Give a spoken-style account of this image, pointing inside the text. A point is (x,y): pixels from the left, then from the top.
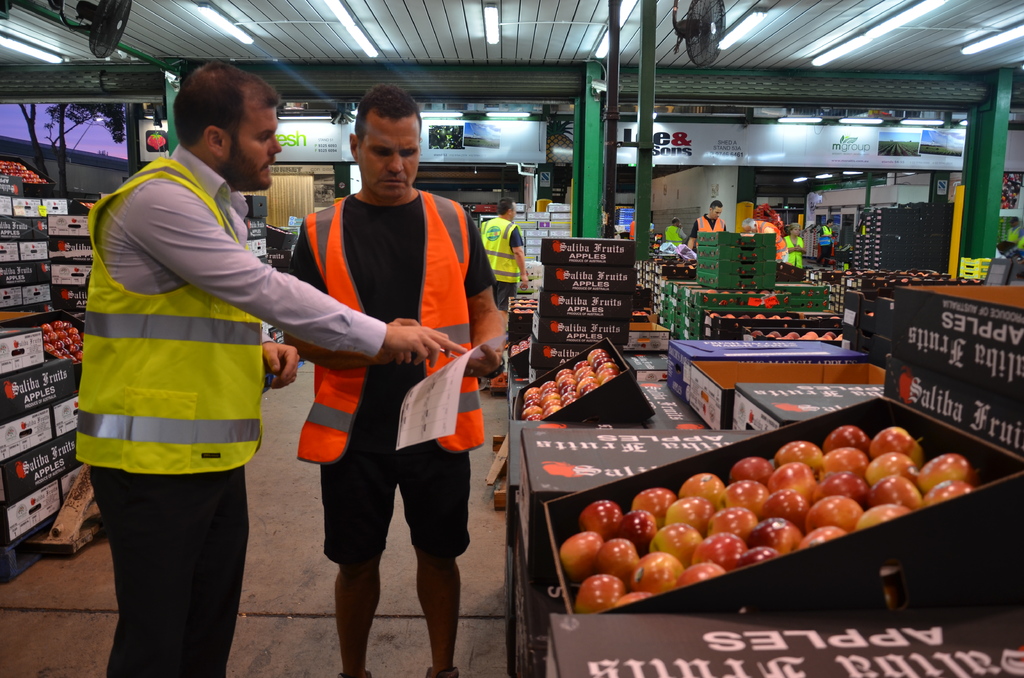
In this picture there are people (233,299), among them there's a man (360,395) standing and holding a paper (436,394). We can see fruits (799,512) in baskets (683,480), boxes (720,286), shed (516,195), poles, boards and objects (504,449). In the background of the image (52,126) we can see trees (63,124) and sky (27,110). At the top of the image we can see fans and lights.
